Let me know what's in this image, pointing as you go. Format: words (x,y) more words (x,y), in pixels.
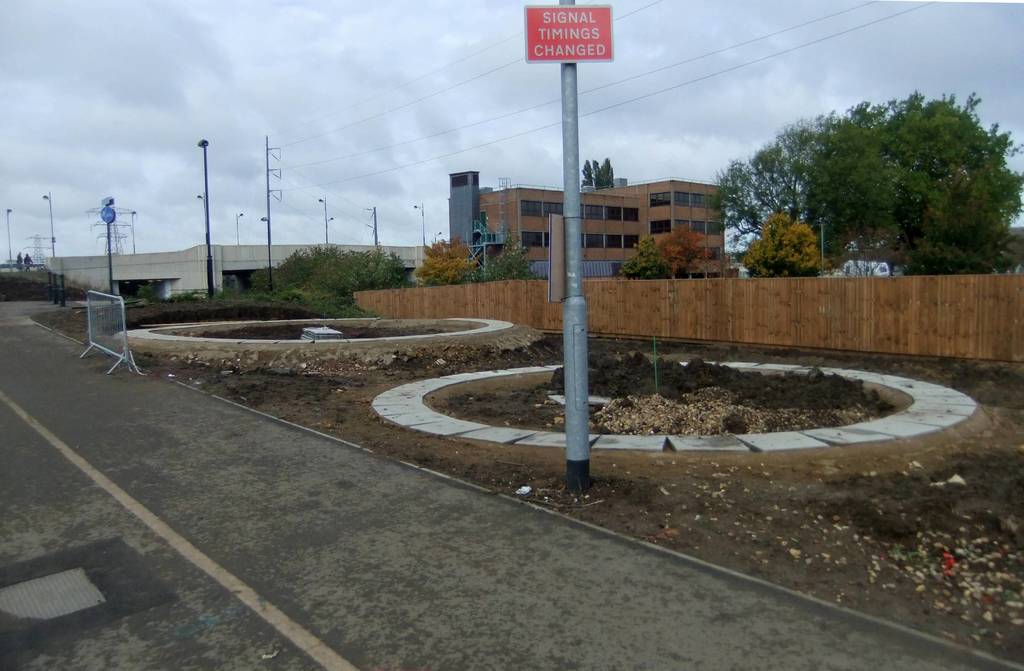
In this image I can see the road (267,513), few metal poles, a red colored board (538,27) attached to the pole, few wires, the railing (113,317), few trees (762,212) which are orange, green and yellow in color, a bridge (190,261), few persons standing to the left side of the image (23,254) and a building (540,257) which is brown in color. In the background (280,112) I can see the sky (235,72).
